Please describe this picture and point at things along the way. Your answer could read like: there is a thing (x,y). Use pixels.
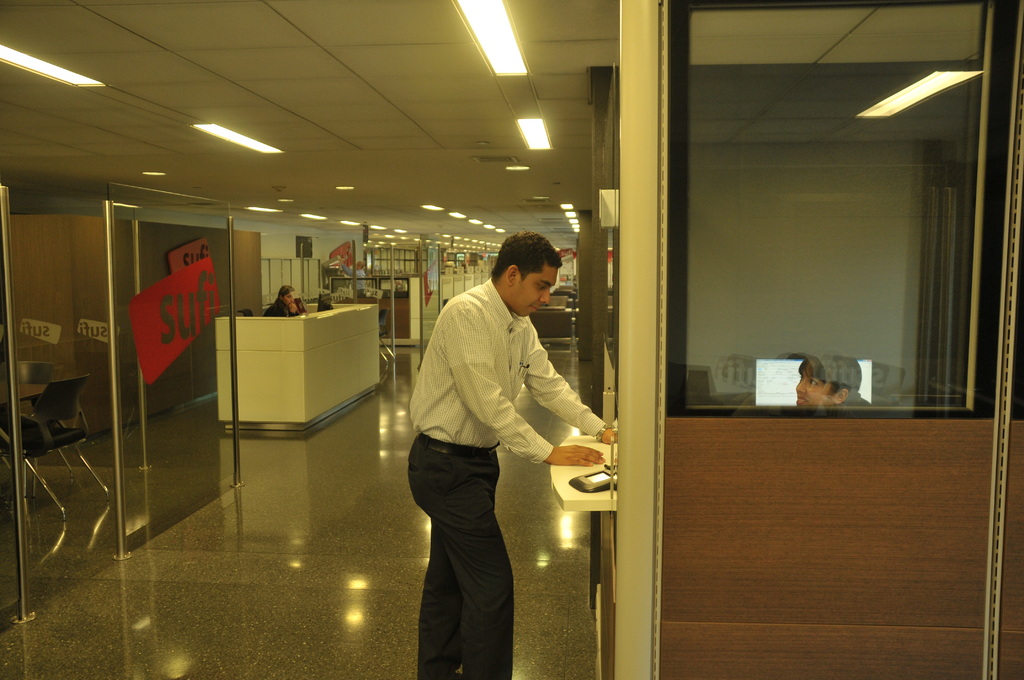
In this image we can see a group of people (482,382). One person (483,476) is standing on the floor (525,583). On the right side of the image (817,375) we can see a device (616,479) is placed on the table (584,505) and a person (820,389) is sitting in a cabin (786,531) and a screen (867,395). In the background (25,464), we can see a group of chairs (54,410) and table (40,386) placed on the floor (65,514), group of poles (419,273) and lights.
